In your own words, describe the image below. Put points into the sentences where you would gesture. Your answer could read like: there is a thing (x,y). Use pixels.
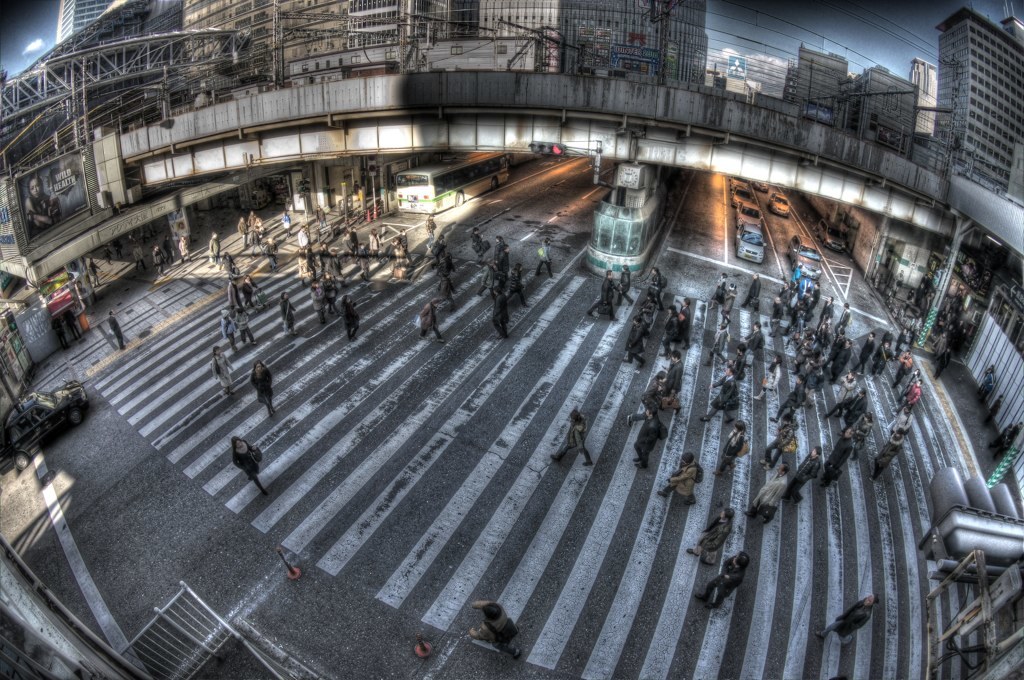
In this image we can see some people (721,584) and there are some vehicles (467,179) on the road (358,609) and there is a bridge (160,169) over the road (820,411). We can see some buildings (694,11) in the background (551,11).
